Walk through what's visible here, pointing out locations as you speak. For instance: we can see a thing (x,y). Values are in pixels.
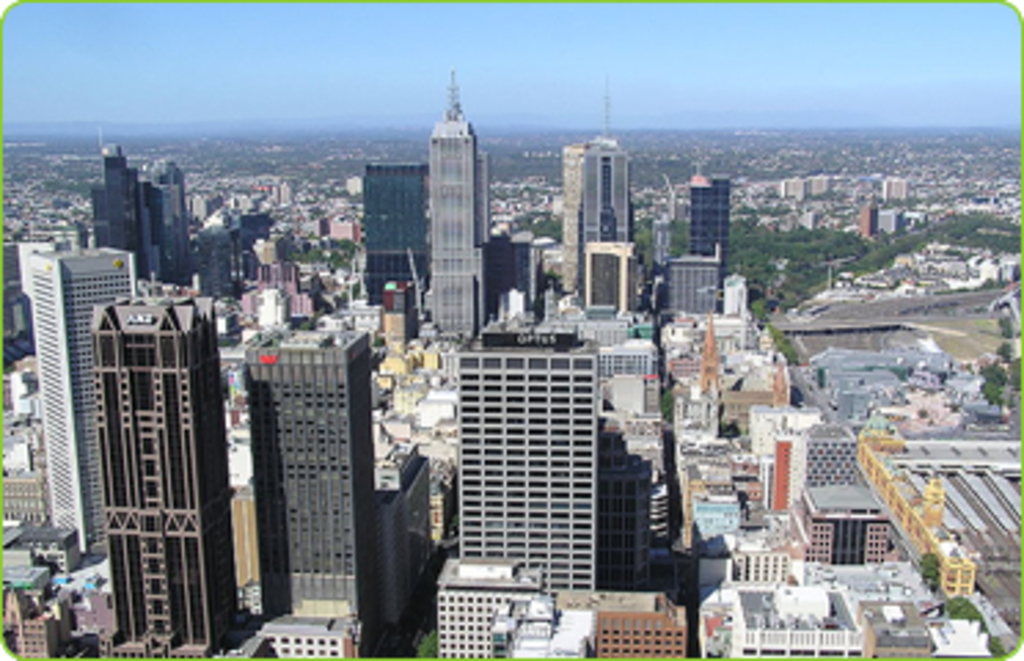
This is an edited picture. I can see buildings (730,365), trees (683,166), and in the background (609,87) there is sky (354,78).
